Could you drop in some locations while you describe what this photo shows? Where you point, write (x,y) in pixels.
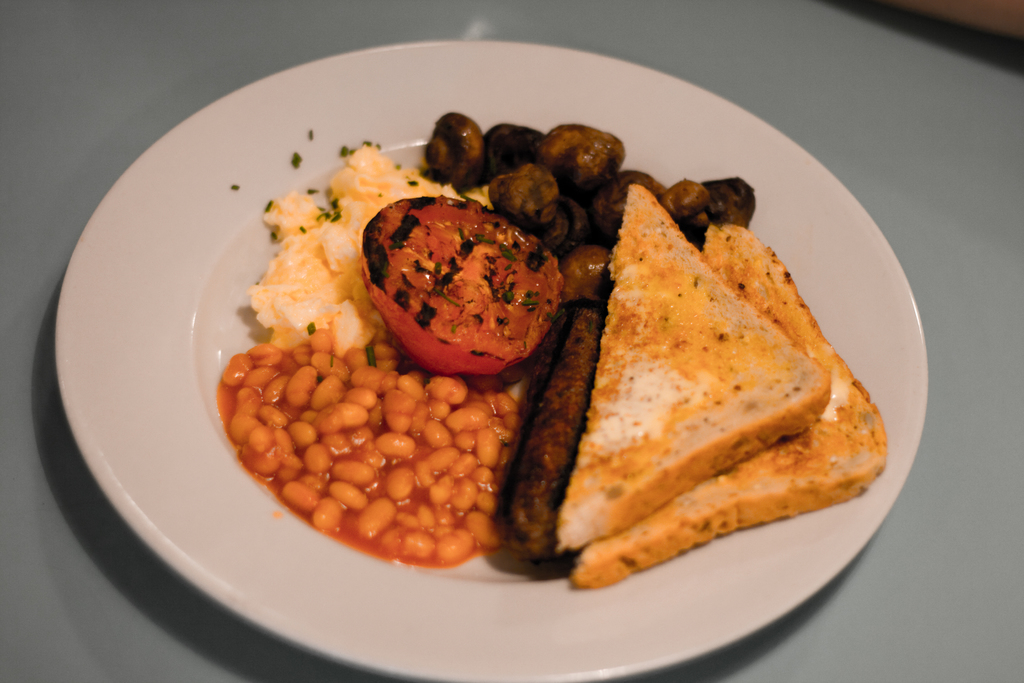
In the image in the center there is a table (245,666). On the table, we can see one plate (155,504). In the plate (472,577), we can see some food items (569,430).
